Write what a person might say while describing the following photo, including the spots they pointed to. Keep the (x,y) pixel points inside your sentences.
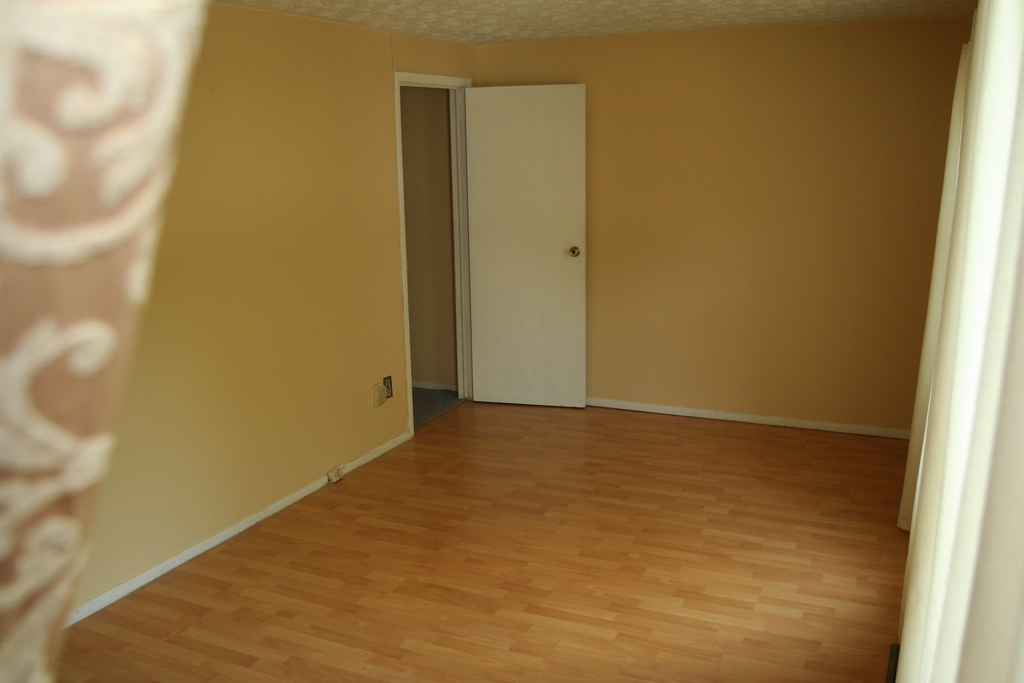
In this picture there is a door (510,168) in the background area of the image (400,258) and there is a roof (509,37) at the top side of the image (411,14), there are curtains (1018,485) on the right (953,434) and left side of the image (6,163).
